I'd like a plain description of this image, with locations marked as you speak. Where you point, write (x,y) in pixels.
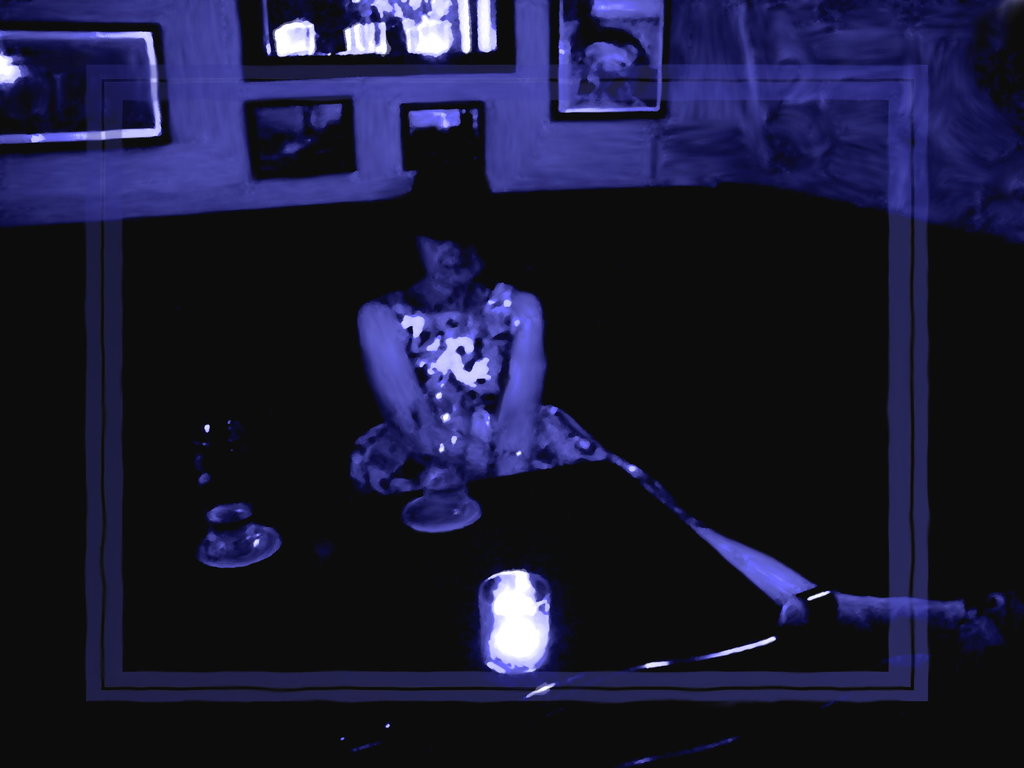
This image is too dark. In this image we can see there is a girl (464,359), in front of the girl (442,327) there is a table (605,536). On the table (359,528) there are few glasses (487,595). In the background (339,76) there are some photo frames (429,55) attached to the wall (731,169).
